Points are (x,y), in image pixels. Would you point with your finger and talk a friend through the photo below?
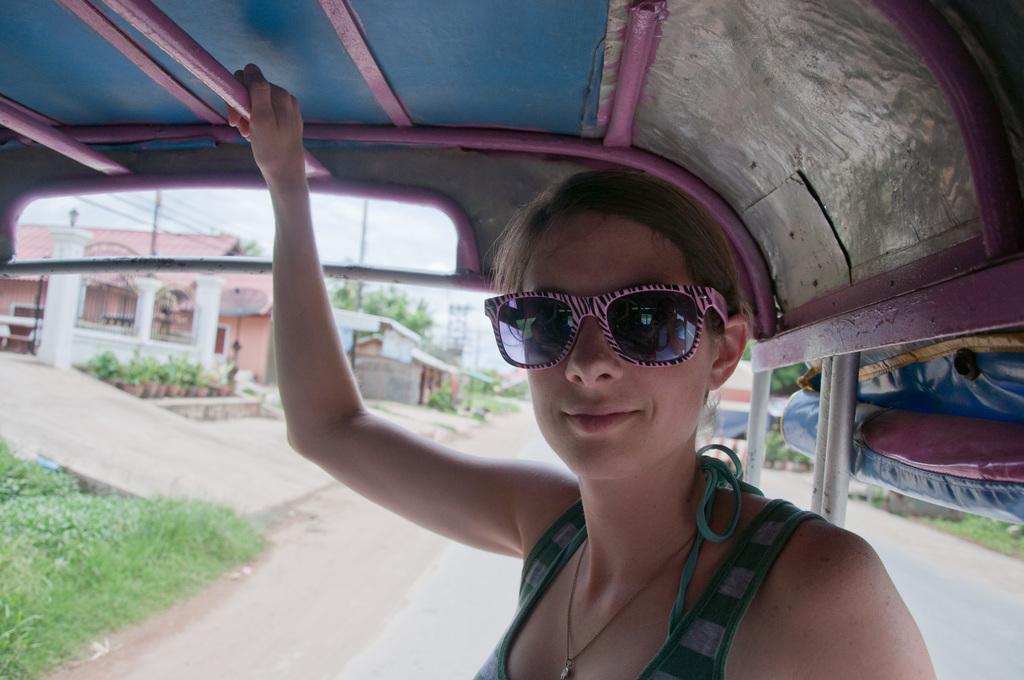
In this image, we can see a lady (531,370) in the vehicle (380,267) and wearing glasses (656,310). In the background (217,346), there are trees (395,302), buildings (65,276) and we can see poles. At the bottom (430,581), there is a road (309,547).
